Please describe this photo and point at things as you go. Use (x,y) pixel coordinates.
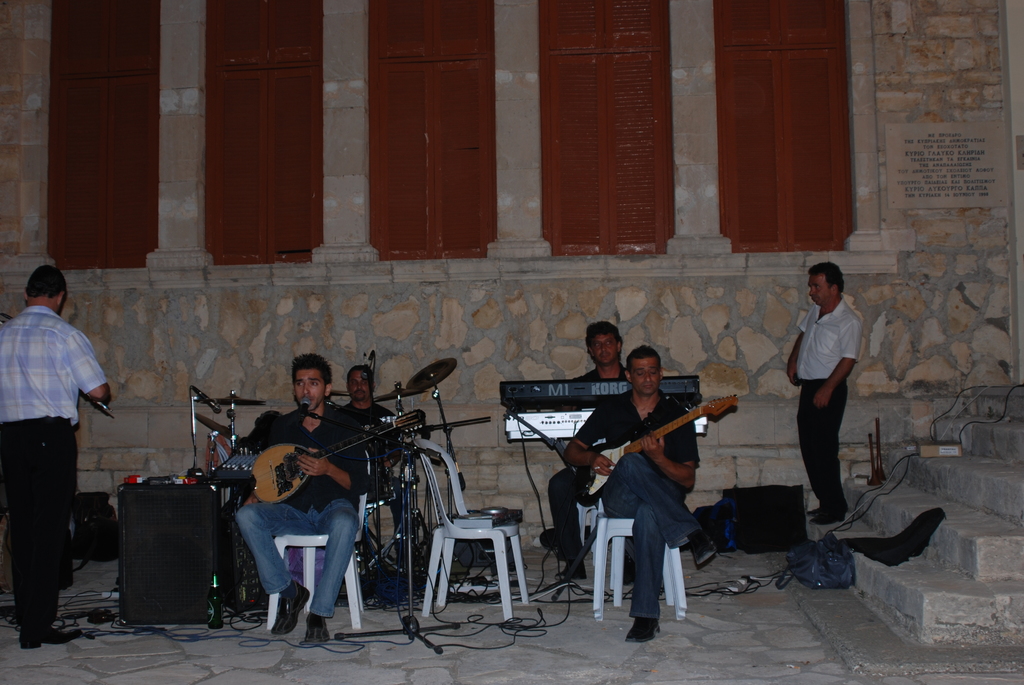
In this picture, we see two men (635,466) sitting on chair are holding guitar (274,466) in their hands (607,465) and playing it. Behind them, man (354,387) in black shirt (356,409) is playing drums (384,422) and beside him, we see man (606,364) playing keyboard (544,420) and on the right bottom of the picture (935,558), we see staircase (949,540) and behind that, we see wall (128,295) which is made up of stone (331,243).
